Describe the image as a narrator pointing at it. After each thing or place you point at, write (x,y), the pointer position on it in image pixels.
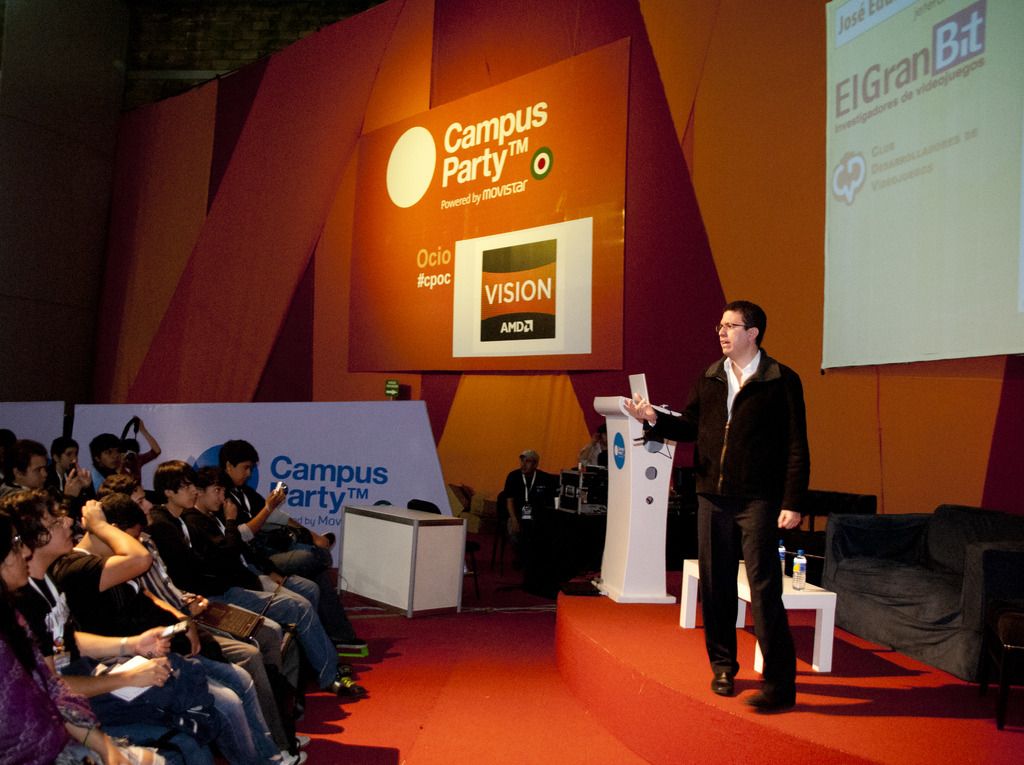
In this image, we can see people (253,499) sitting on the chairs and some are wearing id cards (188,538) and holding objects (131,456) in their hands (140,643) and we can see banners (285,433), stands (377,507), a podium (615,534), bottles (796,580) and we can see a sofa (840,567) and a person (766,618) standing on the stage (670,666) and wearing glasses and there are boards (435,321) and we can see a screen (865,270).
